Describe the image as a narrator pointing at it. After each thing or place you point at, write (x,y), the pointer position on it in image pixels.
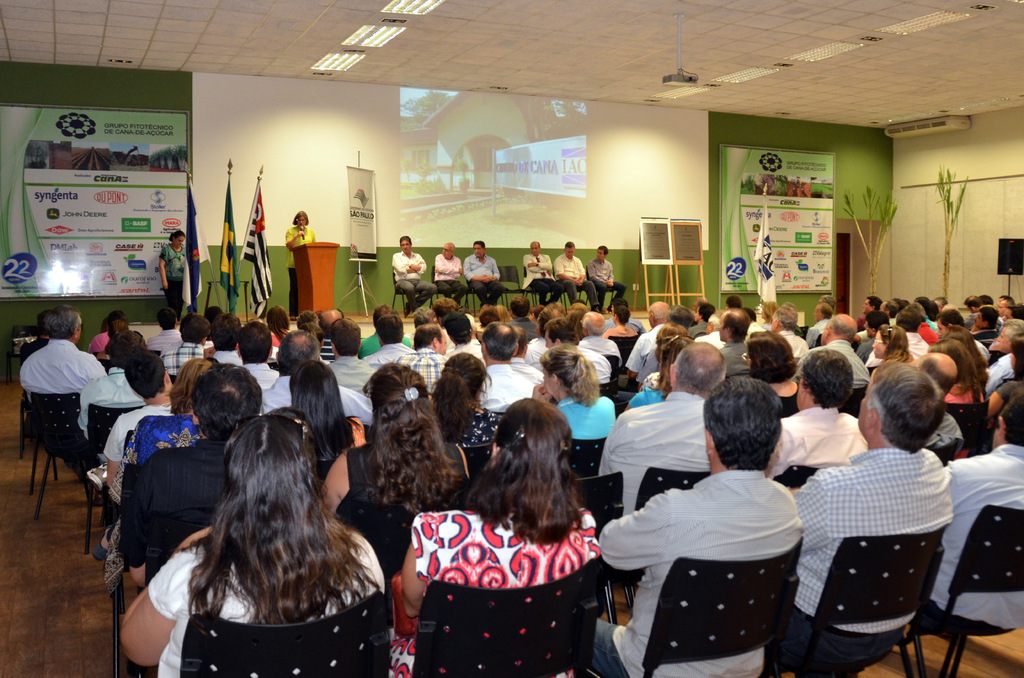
In this image there are group of persons (497,463) sitting in a room (202,193) and there are group of persons (605,267) sitting on the stage (507,272) and at the left side of the image (293,311) there is a woman (290,254) standing behind wooden block (302,262) holding microphone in her hand (305,233) and at the background (86,142) there are some boards (779,231).
